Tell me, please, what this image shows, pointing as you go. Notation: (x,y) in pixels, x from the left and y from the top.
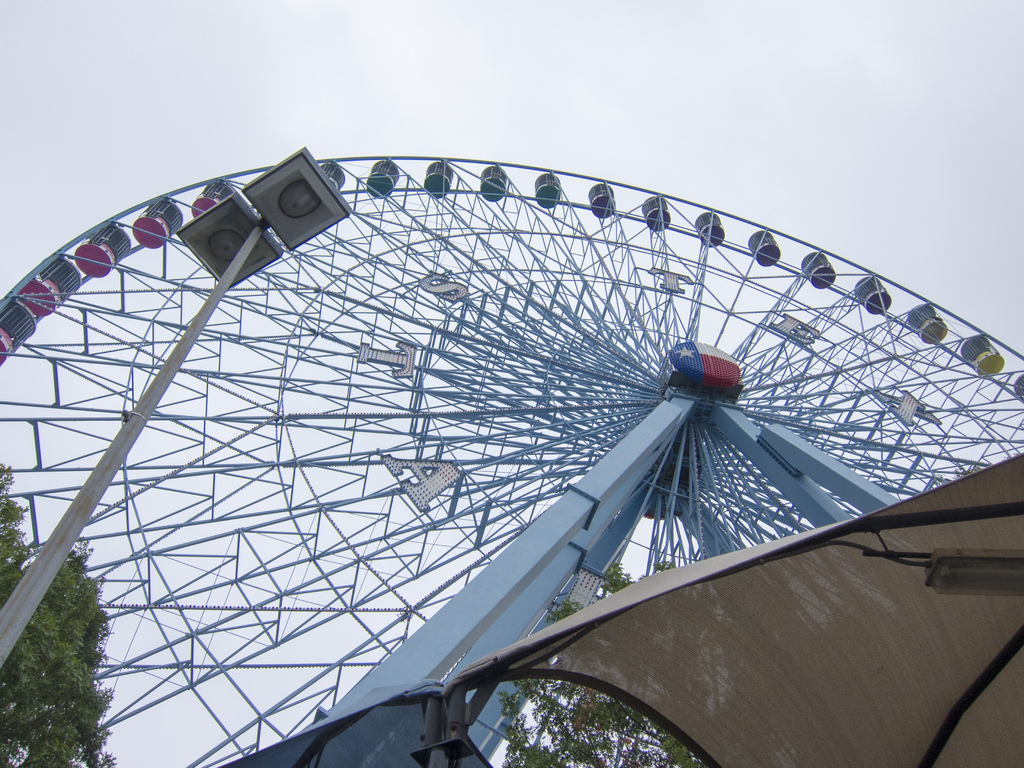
In the picture I can see giant wheel (449,351), some trees (60,614) and poles (25,611).
